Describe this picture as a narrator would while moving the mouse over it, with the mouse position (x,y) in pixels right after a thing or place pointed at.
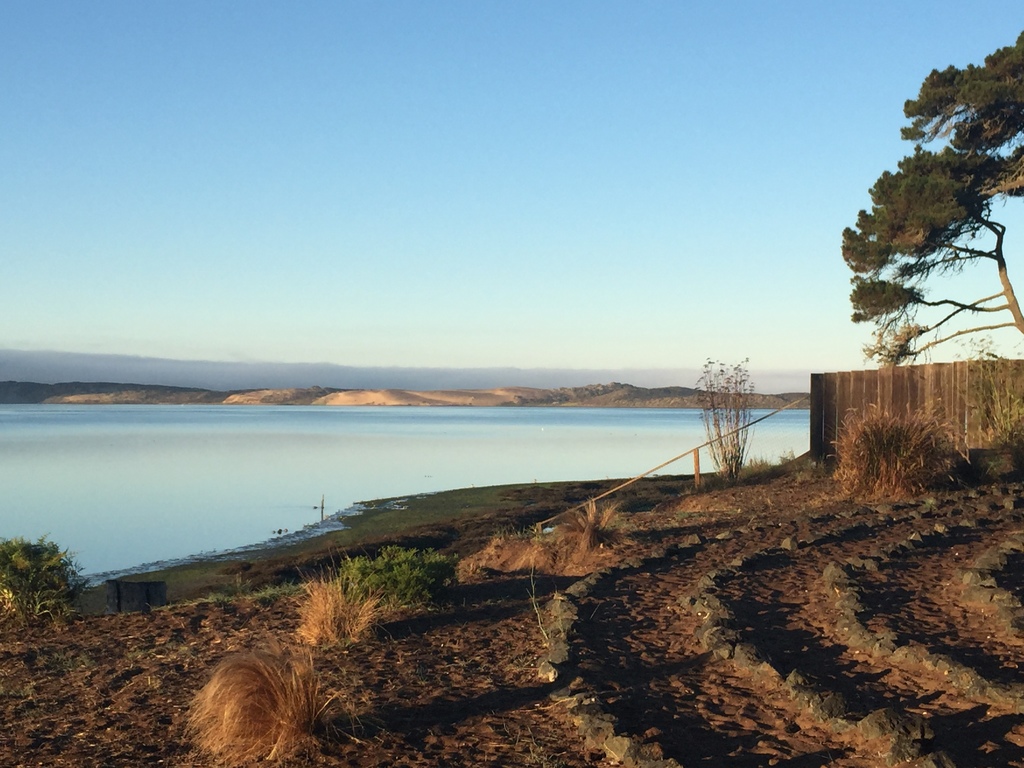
There are stones (997,556) arranged, brown grass (343,592) and plants (17,570) on the ground (617,647). In the background (983,404), there is wall (897,377), there are trees (1001,83), water (514,451), mountains (60,392) and clouds (38,371) in the sky (376,101).
